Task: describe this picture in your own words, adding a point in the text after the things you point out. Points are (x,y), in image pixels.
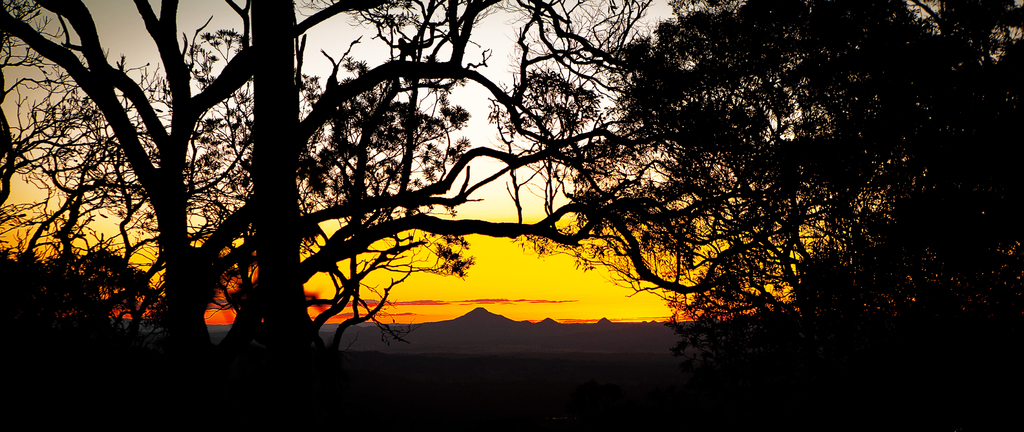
In the foreground of the picture (188,236) there are trees (779,217). In the background (499,330) there are hills (473,326).
